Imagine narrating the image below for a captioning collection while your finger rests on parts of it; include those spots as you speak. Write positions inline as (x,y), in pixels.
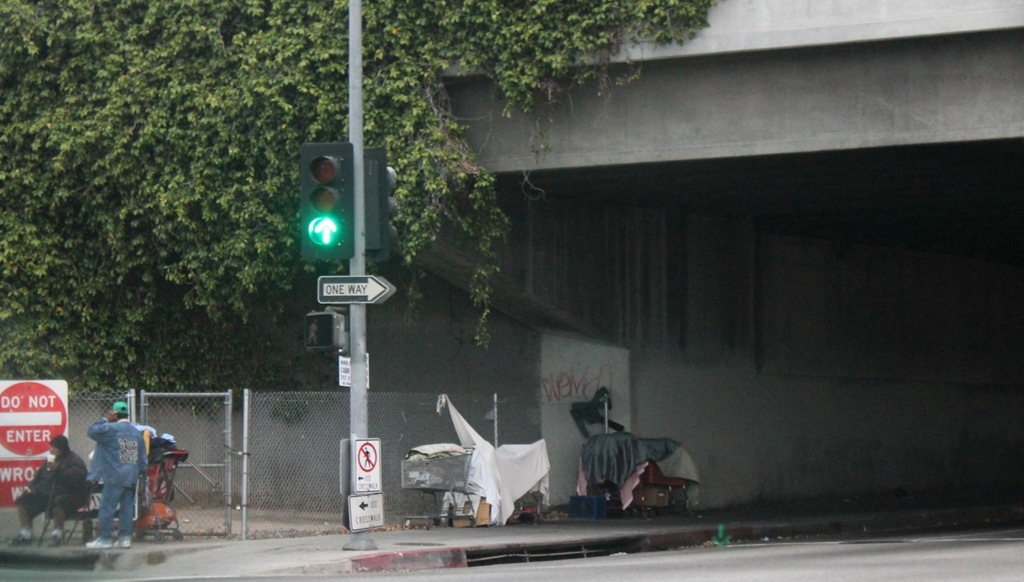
In the picture we can see a bridge (824,105) under it we can see a road (486,577) and a path (7,545), on the path (457,528) we can see two carts (448,514) with some clothes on it and beside it, we can see a pole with traffic lights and behind it, we can see a fencing (251,475) and near to it we can see some people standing and in the background (76,193) we can see some creeper plants (239,113) on the bridge (656,189).
